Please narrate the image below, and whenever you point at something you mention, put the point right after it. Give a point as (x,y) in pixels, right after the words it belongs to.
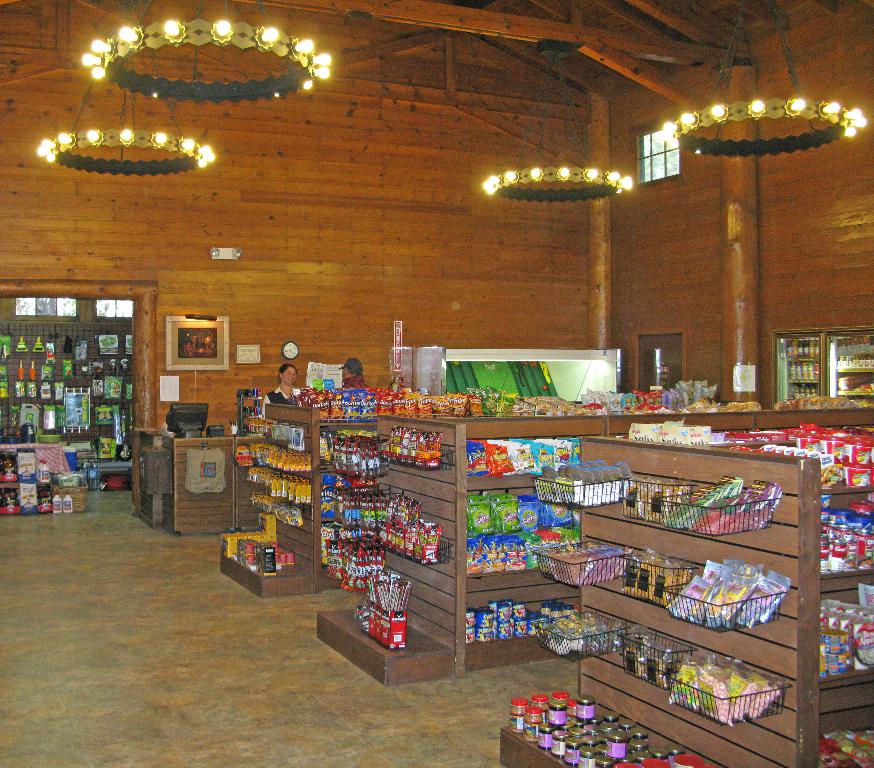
In this image we can see an inner of the store (425,418) which is made of wood (747,533). Some food items (505,562) and other products (594,700) are placed in the racks (453,612).
